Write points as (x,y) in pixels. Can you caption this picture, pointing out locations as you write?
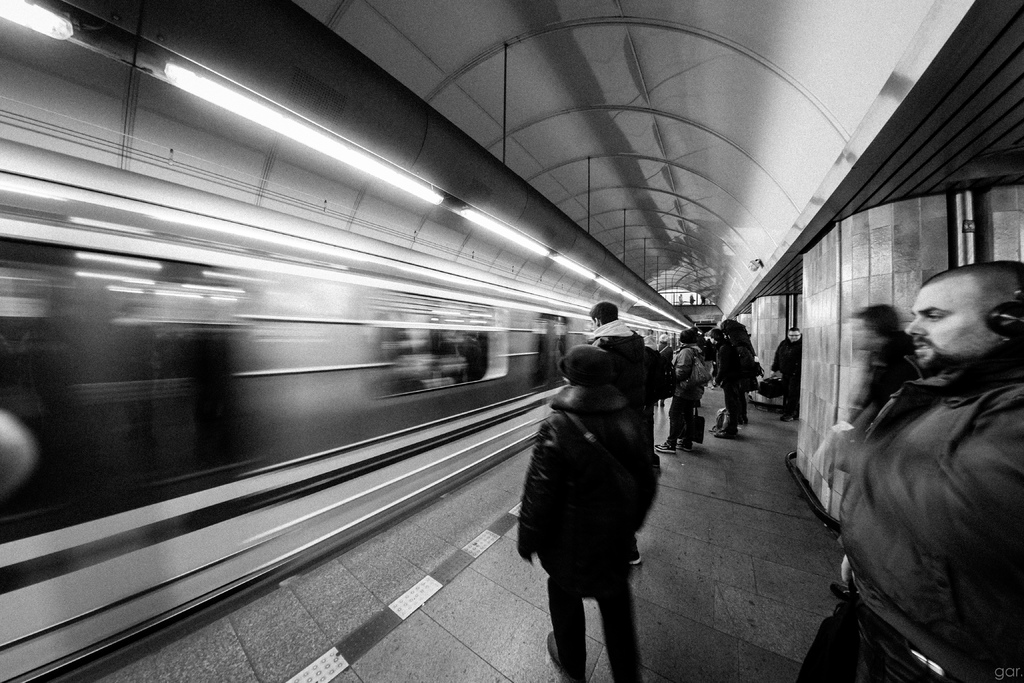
In the image in the center (608,436) we can see few people (669,335) were standing and holding some objects (706,373). On the right side (980,333), we can see one person (954,499) standing and wearing headphones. And on the left side of the image (277,412), we can see one train (510,359). In the background (511,276) there is a wall (812,322), roof (694,152), fence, lights (648,304) and few people (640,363) were standing.
